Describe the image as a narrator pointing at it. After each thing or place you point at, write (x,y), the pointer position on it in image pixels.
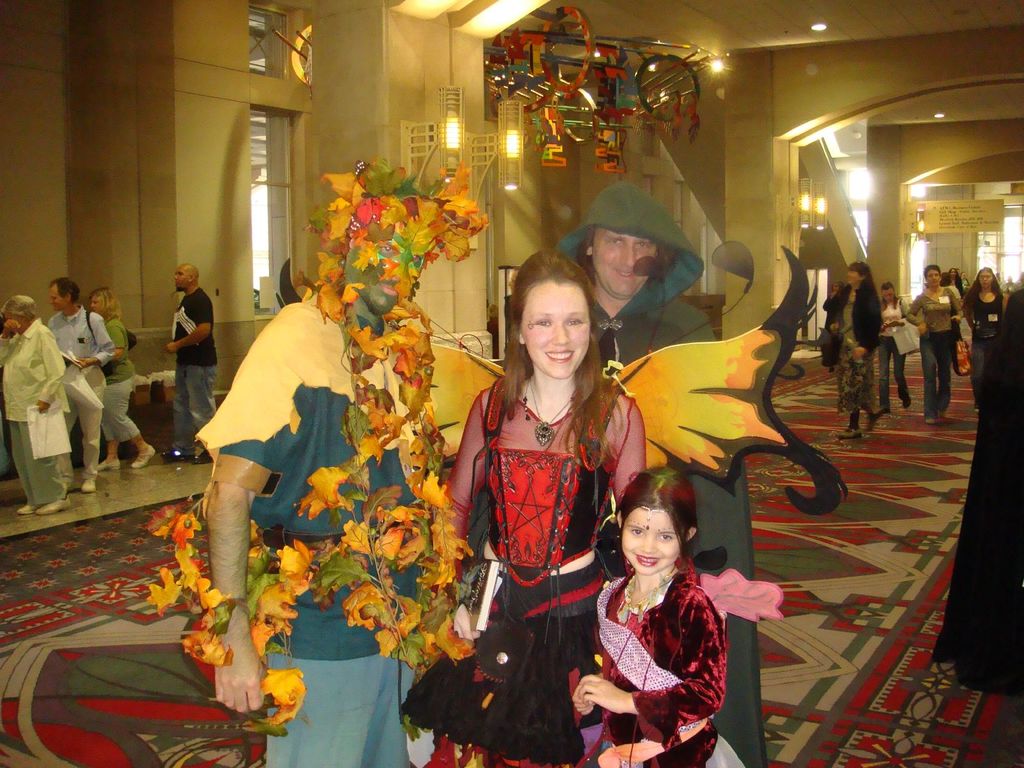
In this picture there are people (637,527), among them few people (333,373) wore costumes (556,479) and we can see floor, wall (29,217), windows (284,168) and lights (479,157). We can see board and decorative objects (535,118).
